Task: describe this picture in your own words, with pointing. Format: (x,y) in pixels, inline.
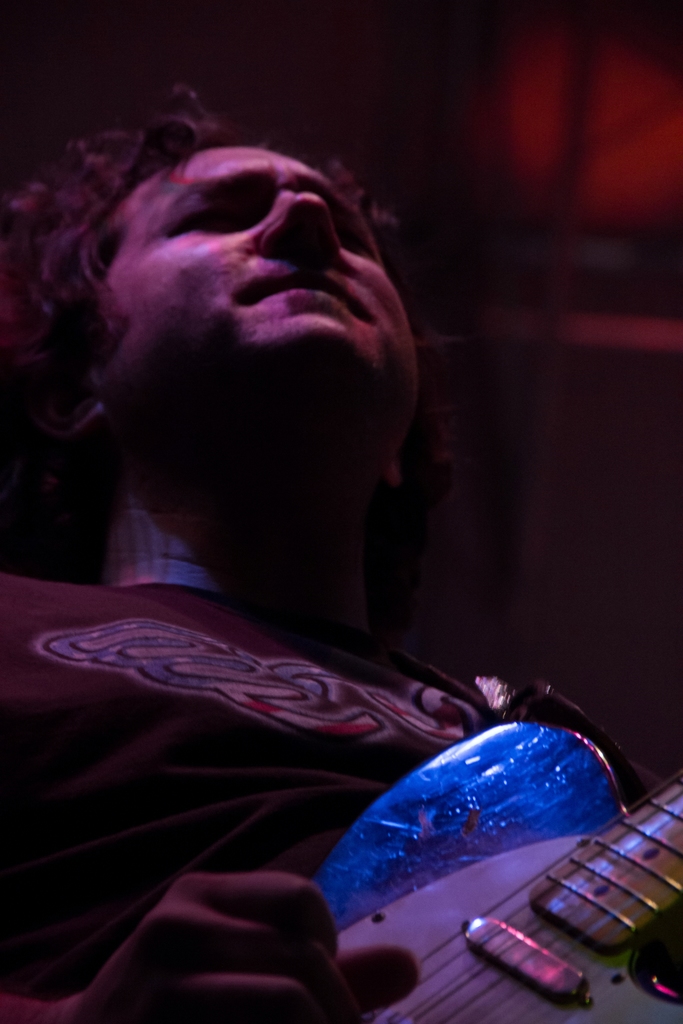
In this picture there is a person (6,413) holding guitar (553,912).
